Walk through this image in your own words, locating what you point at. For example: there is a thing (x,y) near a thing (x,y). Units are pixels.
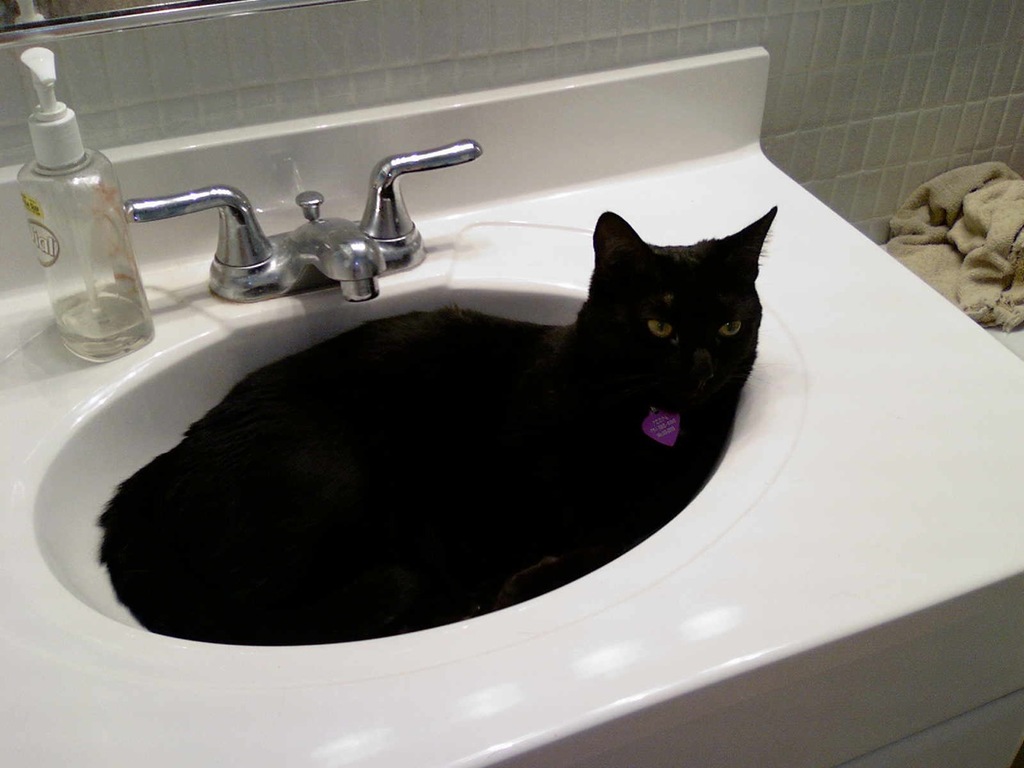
This picture shows a black cat (389,327) lying in the wash basin (179,425) and we see a hand wash bottle (24,56) and a cloth (1007,315) on the right side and we see a tap (242,287).
